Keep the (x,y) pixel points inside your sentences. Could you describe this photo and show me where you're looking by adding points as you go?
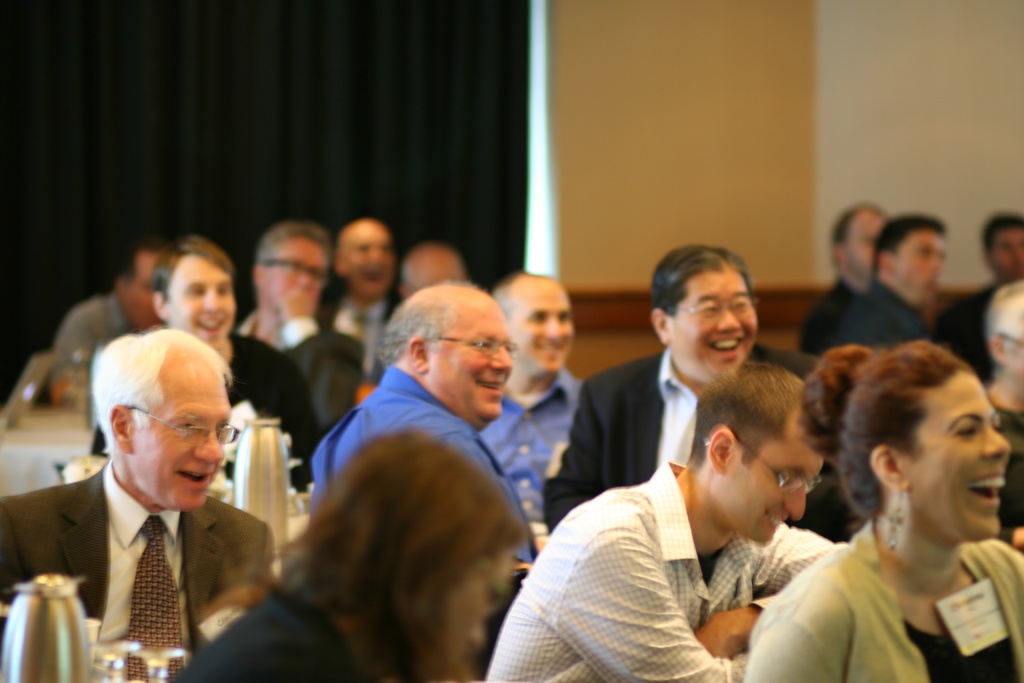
In the image in the center (349,451), we can see a group of people (808,562) are sitting and they are smiling, which we can see on their faces (754,500). And we can see tables (58,429). On the table (52,448), we can see flasks (53,587), glasses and one laptop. In the background (361,151) there is a wall (856,70) and a curtain (65,198).
